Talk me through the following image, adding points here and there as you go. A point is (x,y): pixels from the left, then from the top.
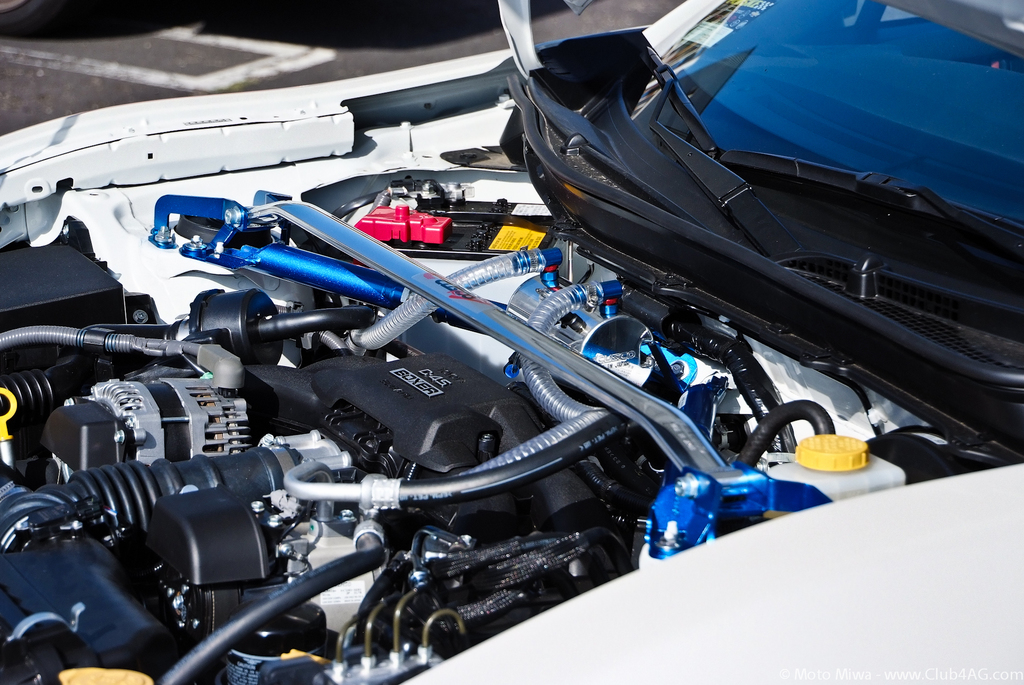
A picture of a car engine (482,436). Here we can see pipe (565,300), rod (376,284) and objects (184,421). This is windshield (786,57) with car wiper (688,122).
